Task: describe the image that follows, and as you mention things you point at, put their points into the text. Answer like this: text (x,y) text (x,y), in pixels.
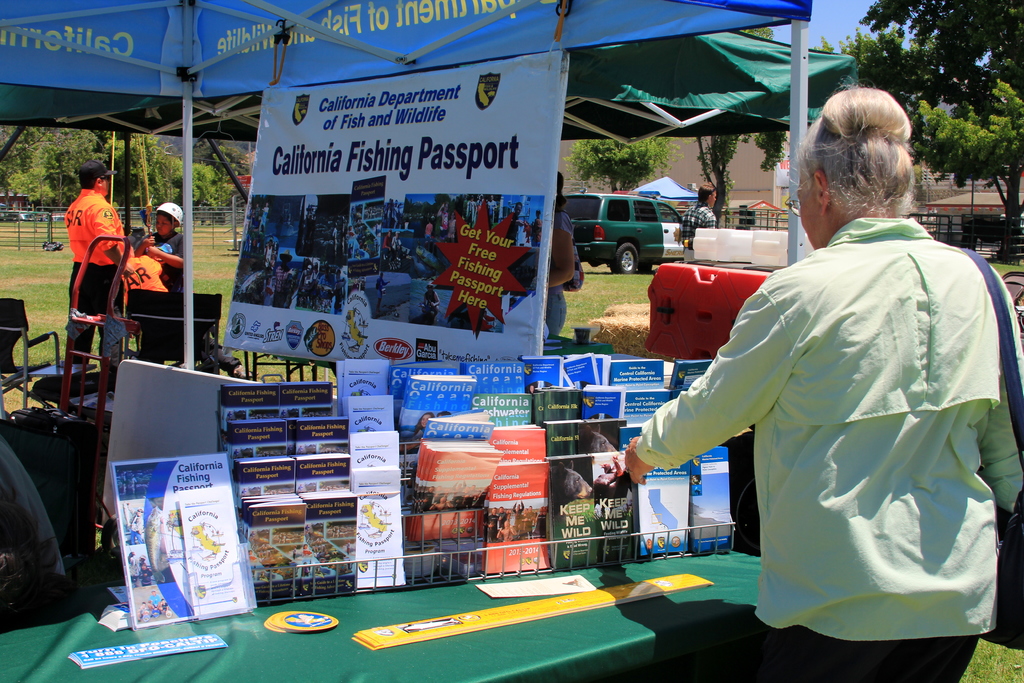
In this image I can see the person (881,502) with the dress (881,502) and bag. In-front of the person (802,529) I can see many books (329,513) and few objects (365,643) on the table (443,662). I can see the board (327,232) and the tents (301,73). In the background (613,250) I can see few people (555,334), vehicle (602,260) and the tents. I can also see the railing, many trees (906,107) and the sky (820,2) in the back (830,29).
